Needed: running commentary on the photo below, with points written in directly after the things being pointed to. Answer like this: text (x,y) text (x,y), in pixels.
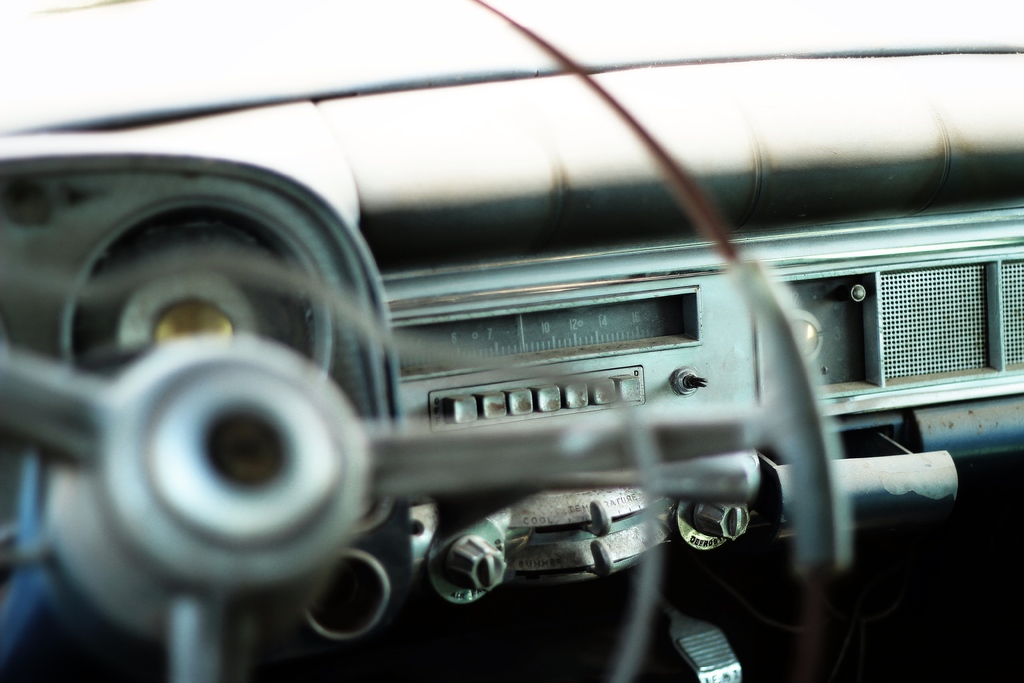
In this picture we can see a steering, speedometer (327,323), buttons (528,394) and some objects (686,508).
